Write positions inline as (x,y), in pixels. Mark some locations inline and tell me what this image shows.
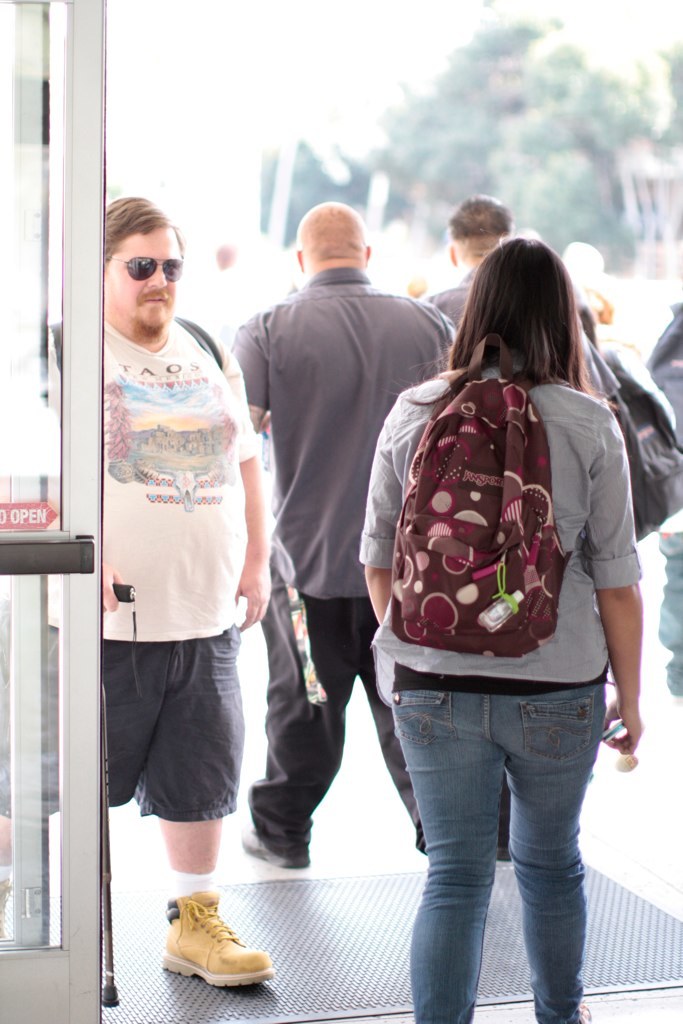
In this picture there are group of people (393,499) those who are walking in the center of the image (375,464) and there is a door (34,462) on the left side of the image (11,986), there are trees (618,198) at the top side of the image (610,204).
